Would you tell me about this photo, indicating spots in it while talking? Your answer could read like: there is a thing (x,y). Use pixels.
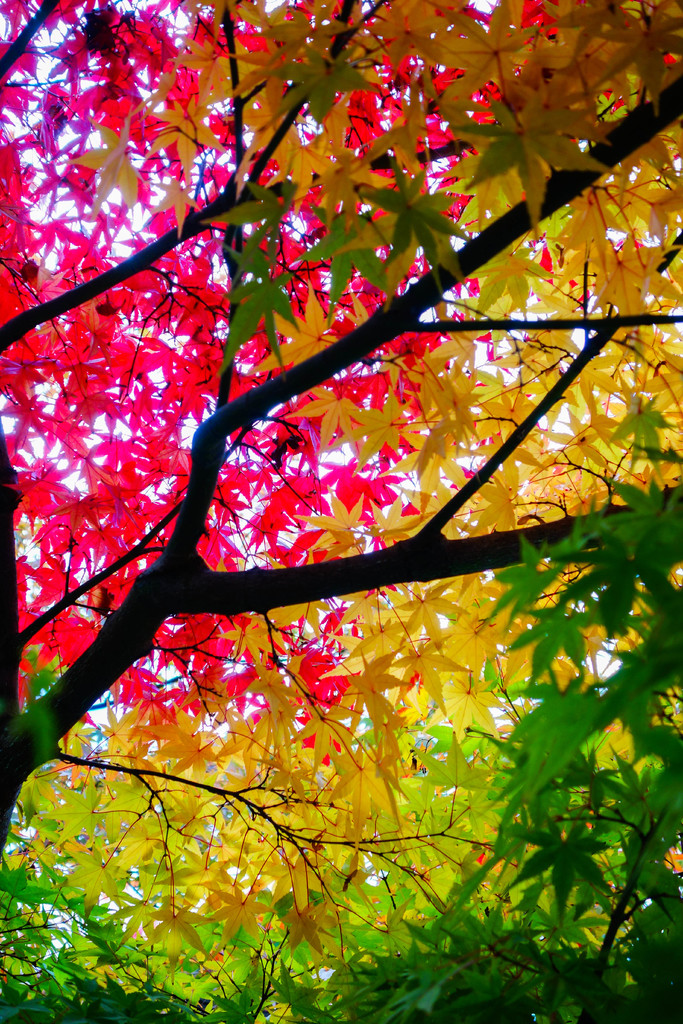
This image consists of trees (521,864). And we can see the leaves (326,770) in different colors. In the front (635,775), there are green, yellow, and pink leaves (606,782).
